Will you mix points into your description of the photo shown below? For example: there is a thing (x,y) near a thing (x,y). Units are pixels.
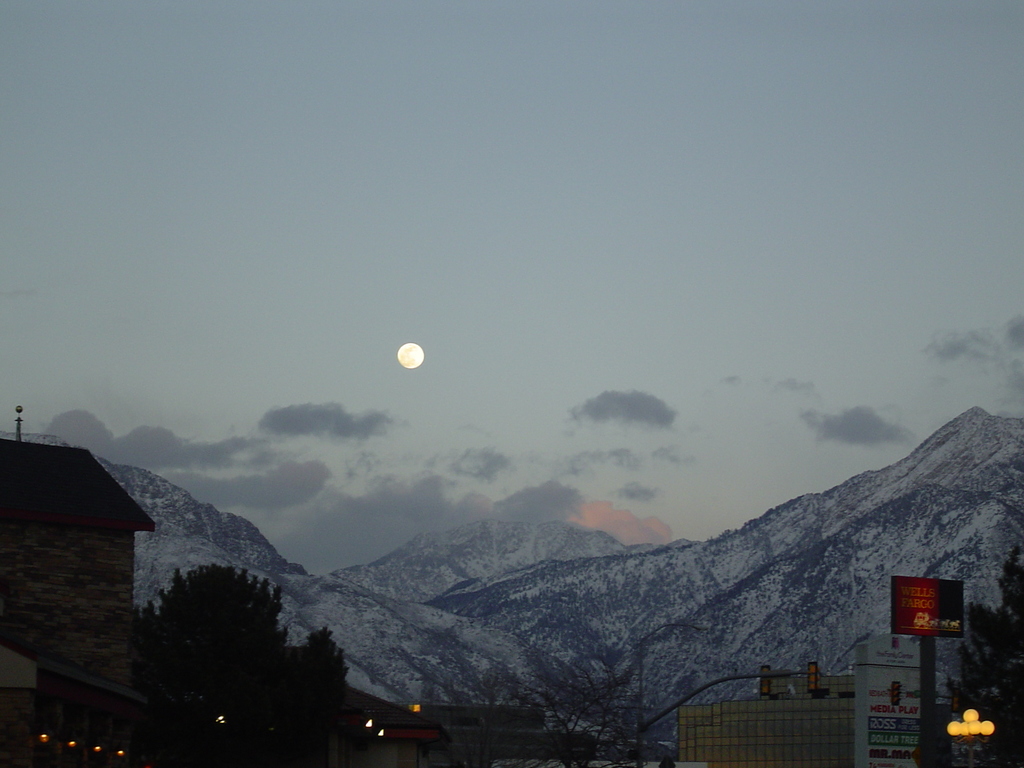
In the picture we can see a house (107,701) and trees (220,670) and in the background (261,347) we can see a mountains (566,543) with snow (432,548) and sky (282,387) with clouds (389,414) and moon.
